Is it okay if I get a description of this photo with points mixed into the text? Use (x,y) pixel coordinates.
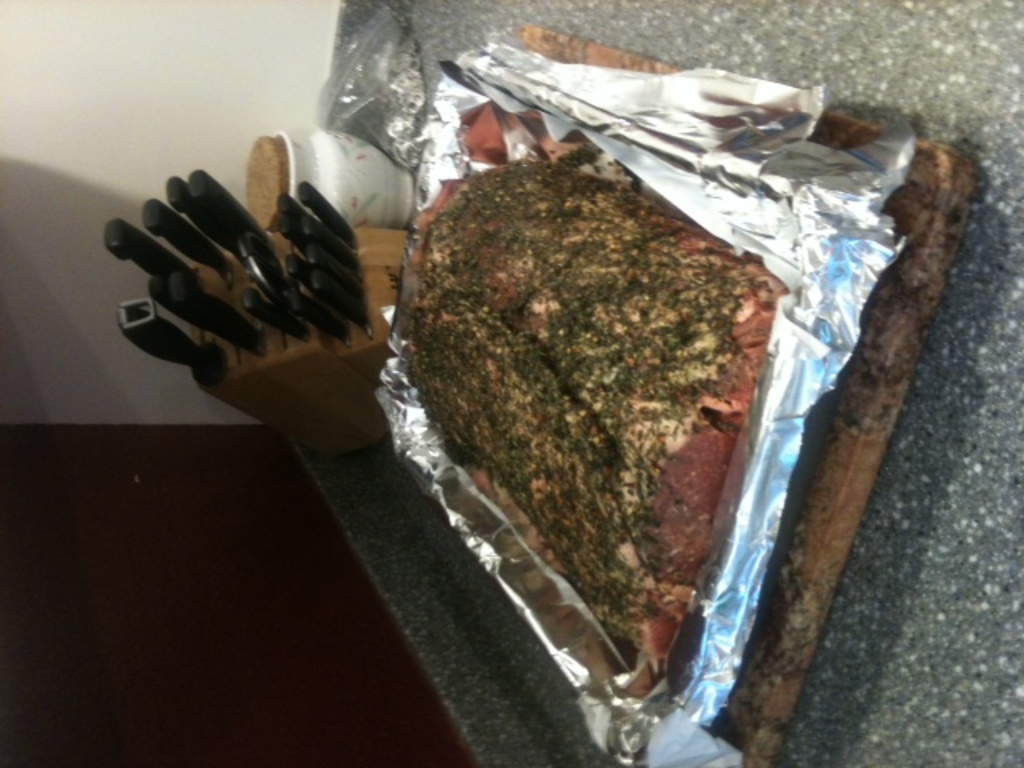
In the center of the image (547,372), we can see meat (632,341) on the tray (836,495) and in the background (296,308), there are knives (187,296) and we can see a jar (336,166). At the bottom (930,600), there is a table (958,501).
